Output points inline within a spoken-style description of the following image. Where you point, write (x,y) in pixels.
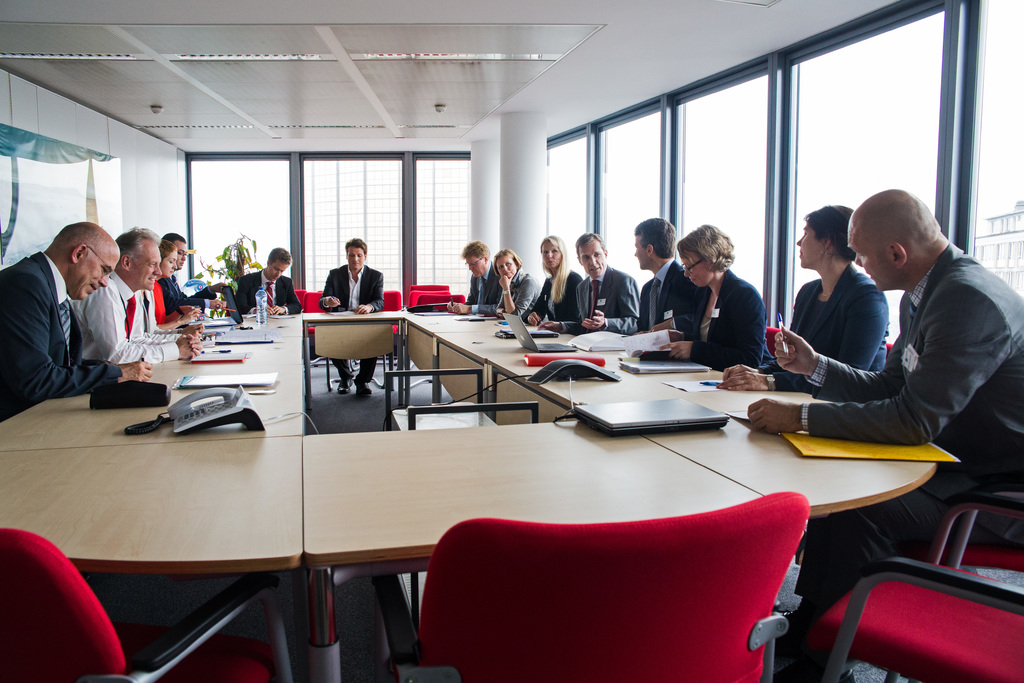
In the image in the center, we can see few people (655,314) were sitting on the chair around the table (357,490). And they were smiling, which we can see on their faces (85,294). On the table (248,497), we can see laptops (672,408), books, papers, files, water bottles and land phone (225,417). In the bottom of the image, we can see few chairs (776,571). In the background (534,259) there is a wall (172,176), roof (494,86), glass (267,186), plant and pillars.
